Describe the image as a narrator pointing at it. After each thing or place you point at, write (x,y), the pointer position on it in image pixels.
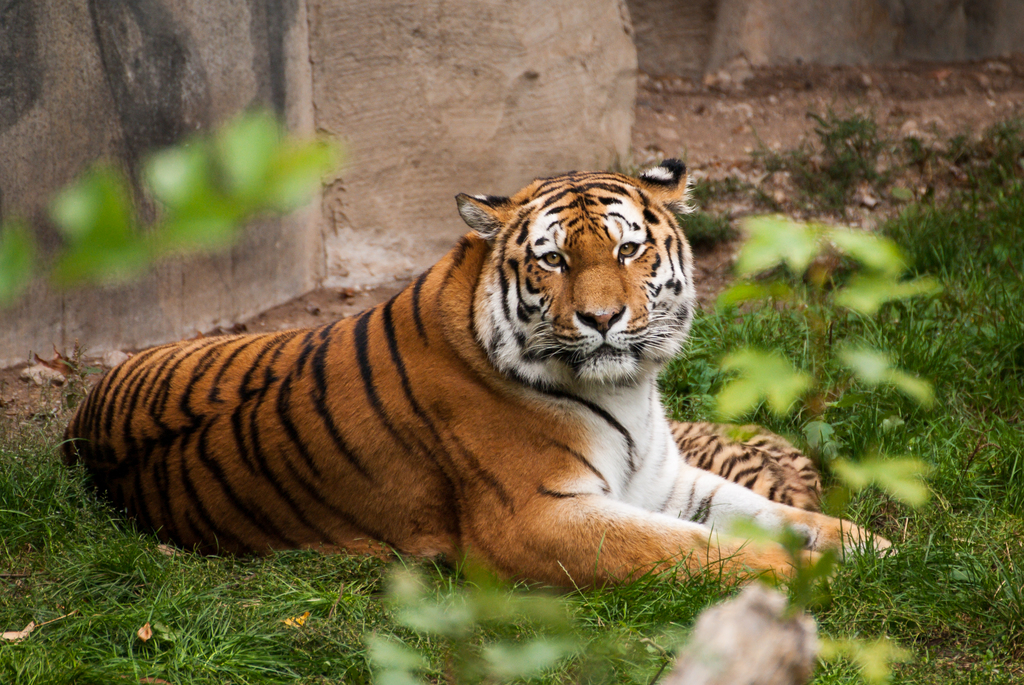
In this image we can see a tiger (588,410) on the grass (209,605). We can also see the plants (82,216) and also the wall (767,17).
